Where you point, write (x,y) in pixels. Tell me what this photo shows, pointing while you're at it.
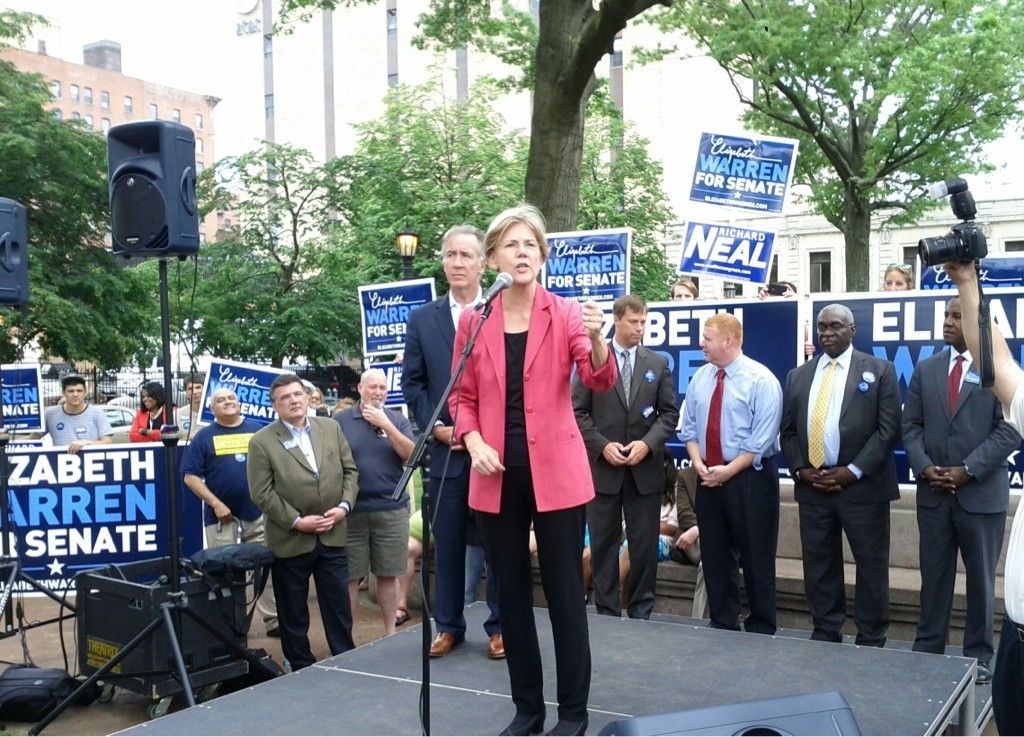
In this image I can see a lady (493,518) standing on the stage (400,719) and speaking in microphone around her there are so many people (972,547) standing also there are some banners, speakers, trees (487,49) and building (358,69).
